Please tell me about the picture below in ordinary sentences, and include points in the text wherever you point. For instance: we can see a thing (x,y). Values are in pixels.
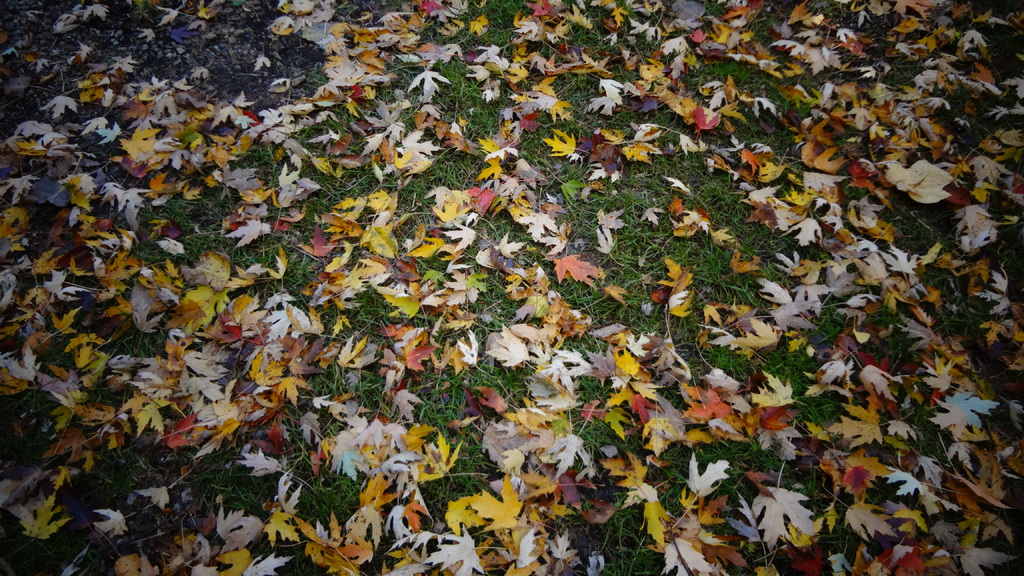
This image consists of grass (628,274) and so many leaves (668,295). The leaves (361,447) are in yellow and white color.
